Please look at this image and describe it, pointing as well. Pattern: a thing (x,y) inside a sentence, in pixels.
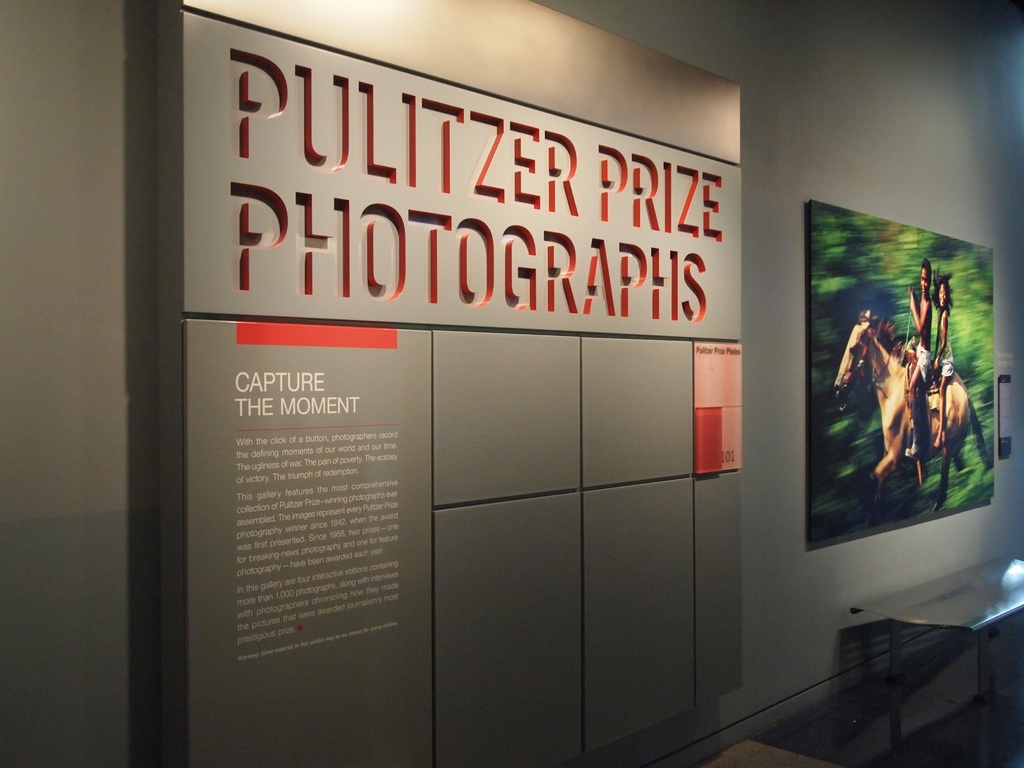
This image consists of a photo frame (812,350) on the right side (854,525). There is something written in the middle (544,290).
